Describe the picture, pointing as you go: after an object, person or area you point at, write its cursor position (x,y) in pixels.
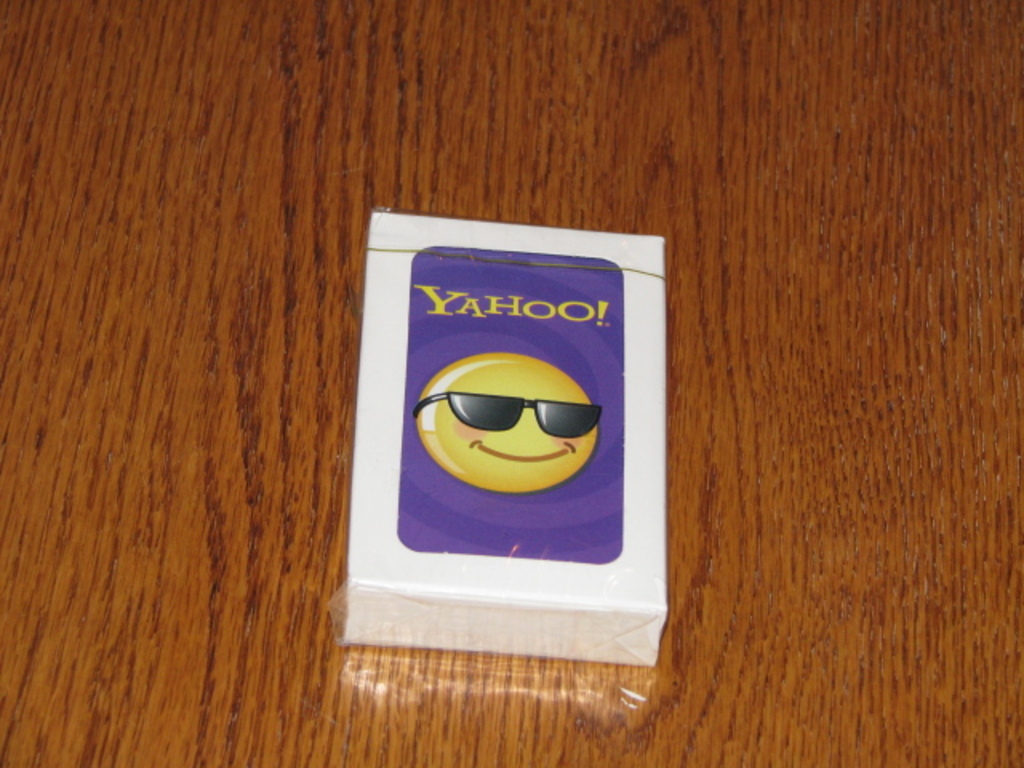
In the center of the picture (383,370) there is a box (577,398), on the box (535,455) there is an emoticon (462,406) and text (458,299). The box (377,299) is placed on a wooden object (417,116).
